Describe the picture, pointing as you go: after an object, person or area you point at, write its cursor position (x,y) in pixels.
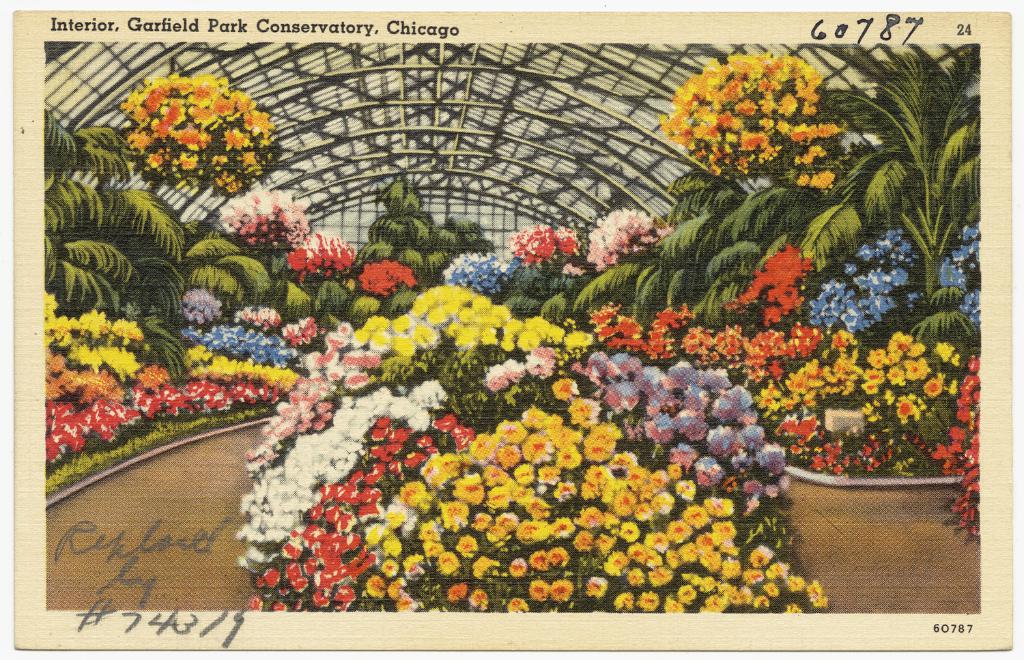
In this picture we can see poster (301,472), in this poster (427,470) we can see flowers (610,384), plants (317,303), grass (50,476), shed (494,90), text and numbers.
